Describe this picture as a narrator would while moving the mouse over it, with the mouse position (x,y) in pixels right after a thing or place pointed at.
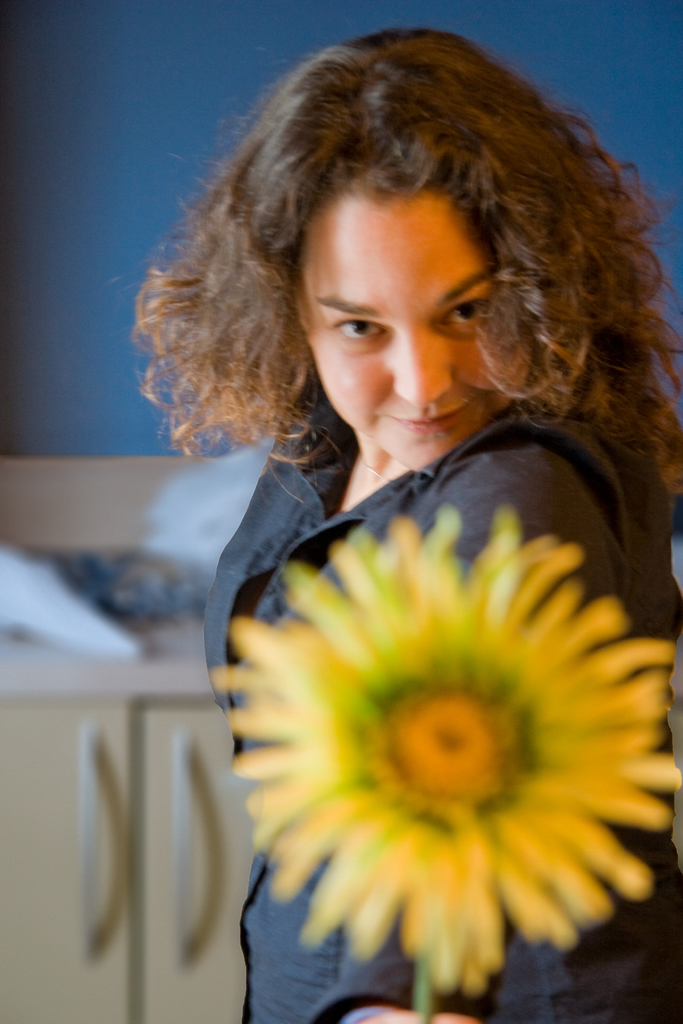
In the picture I can see a woman (498,498) wearing black dress (272,606) is holding a sun flower (465,754) in her hand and there is a table (20,734) behind her which has few objects (129,572) placed on it.
